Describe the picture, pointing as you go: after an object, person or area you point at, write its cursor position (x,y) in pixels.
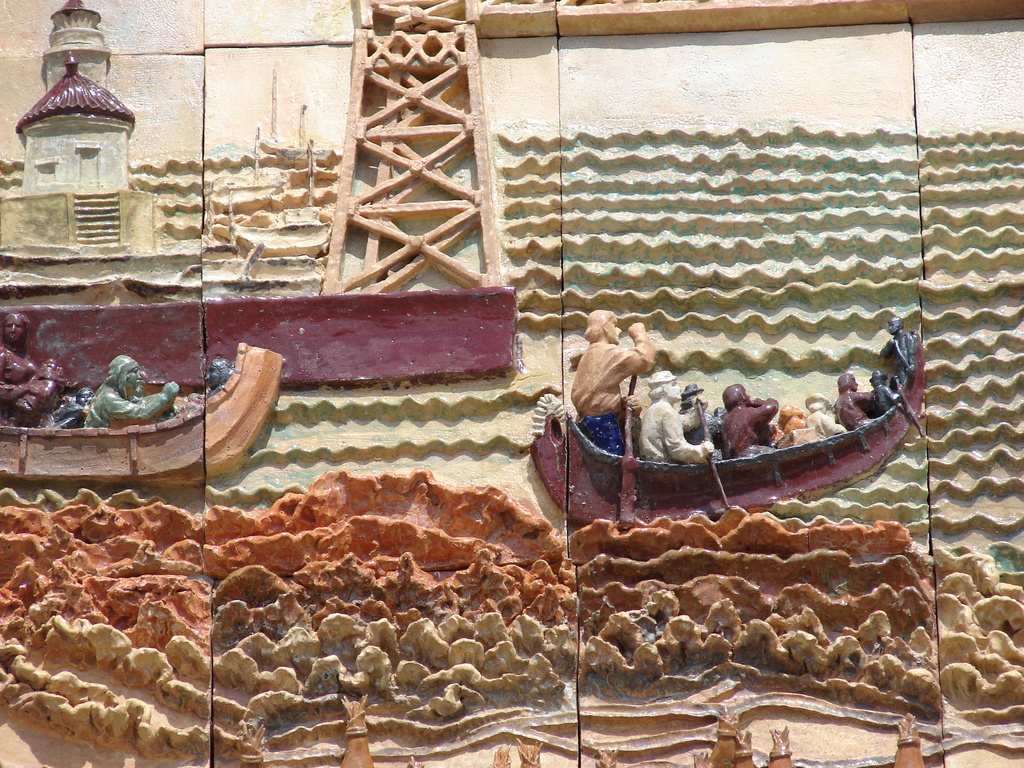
This image is taken outdoors. In this image there is a wall (273,273) with carvings (720,442) on it. There are two boats (173,457), a tower (425,131) and a few people (217,387) on it.
